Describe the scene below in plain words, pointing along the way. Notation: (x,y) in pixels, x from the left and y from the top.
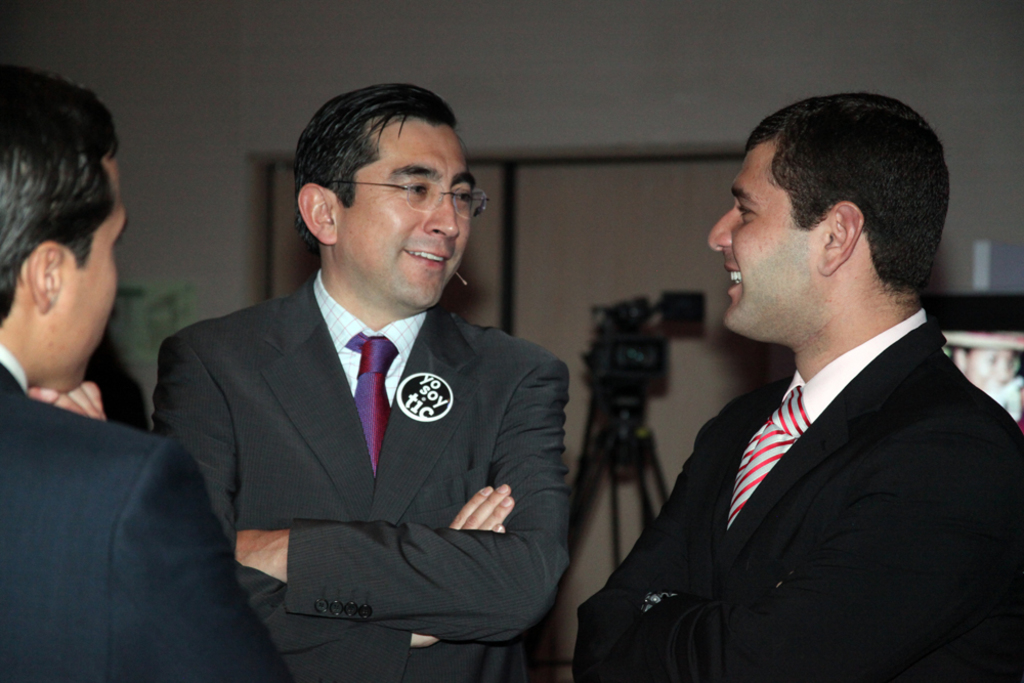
This image is taken indoors. In the background (621,41) there is a wall (671,38) with a window (631,224) and there is a camera (631,345) on the camera stand (613,441). On the right side of the image (822,445) a man (770,522) is standing and he is with a smiling face (795,258). On the left side of the image (49,329) there is a man (59,353). In the middle of the image (349,371) a man (444,578) is standing and he is with a smiling face (442,237). He has worn a suit (360,469), a tie (378,440), a shirt (393,367) and spectacles (403,188).
